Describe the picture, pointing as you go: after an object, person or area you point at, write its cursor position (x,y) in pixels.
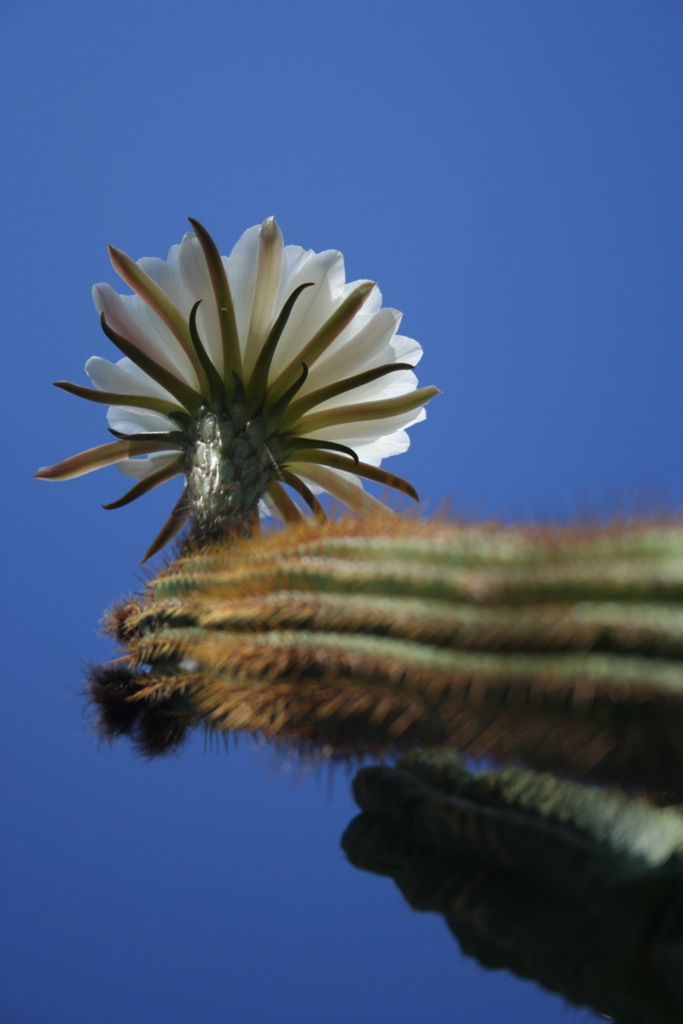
In this image in the foreground (262,497) there is one flower (230,353), and in the background (358,914) there is a blue color object (543,345).
